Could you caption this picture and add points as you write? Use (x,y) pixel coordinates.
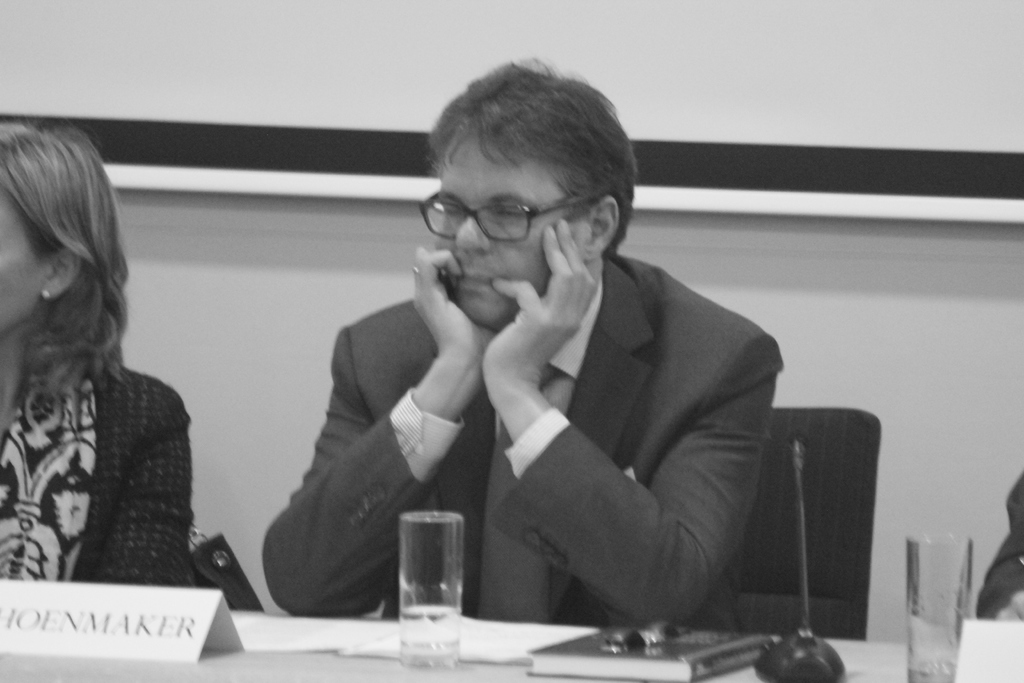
In the image in the center (444,345) we can see two persons (370,356) were sitting on the chair (827,598). In front of them, we can see one table (220,659). On table (228,673), we can see books (655,675), glasses (404,609), microphone (765,663) and few other objects (64,610). In the background (664,111) we can see board (790,24) and wall (794,261).
